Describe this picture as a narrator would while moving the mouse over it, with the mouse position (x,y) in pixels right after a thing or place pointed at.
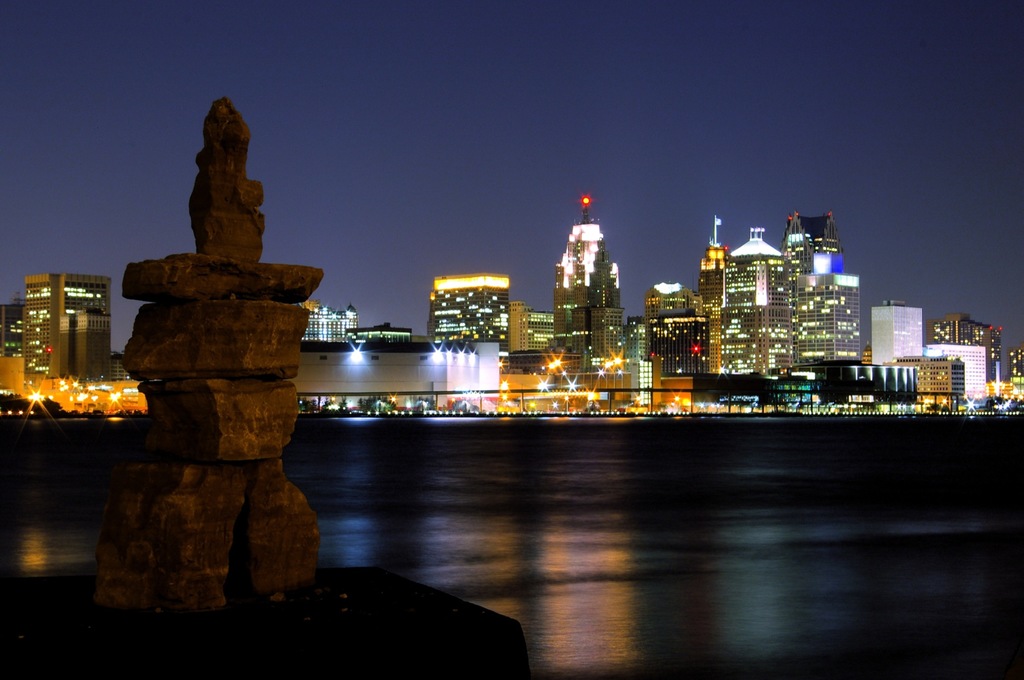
In this picture we can see stones (228,506) and the ground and in the background (935,13) we can see buildings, lights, sky (935,27) and some objects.
